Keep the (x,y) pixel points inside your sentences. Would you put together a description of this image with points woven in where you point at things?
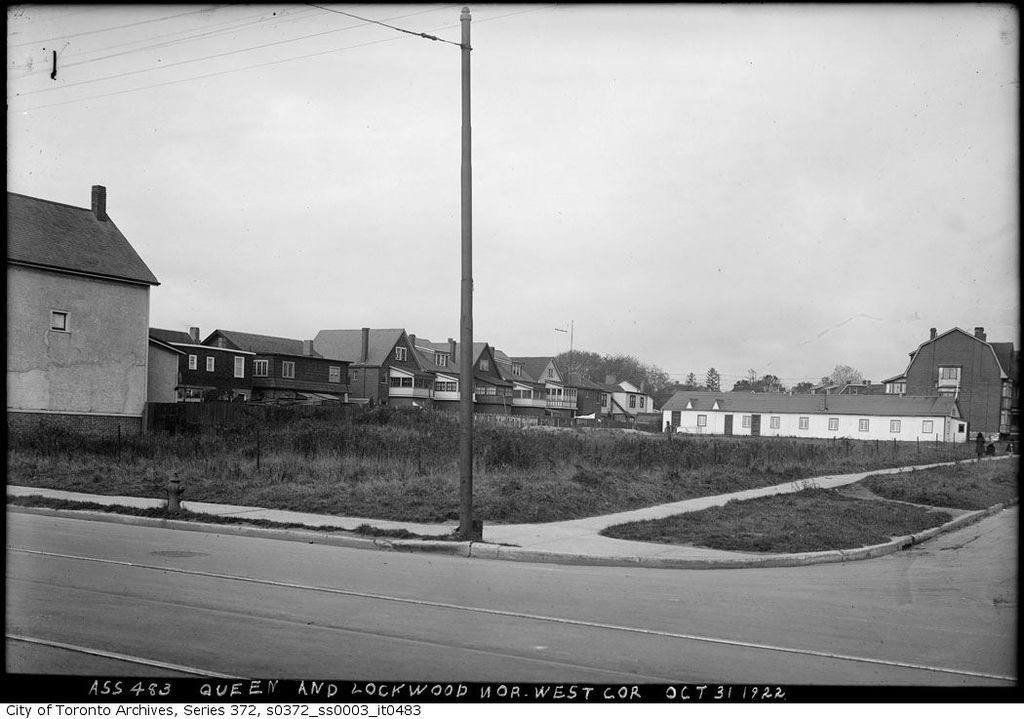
In this image we can see a road (717,598). There is an electric pole (464,342) with wires (396,29). In the back (278,380) there is a building (505,393) with windows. There are plants (524,441). In the background (584,360) there are trees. And there is sky (543,185). At the bottom (241,697) we can see text (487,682).
